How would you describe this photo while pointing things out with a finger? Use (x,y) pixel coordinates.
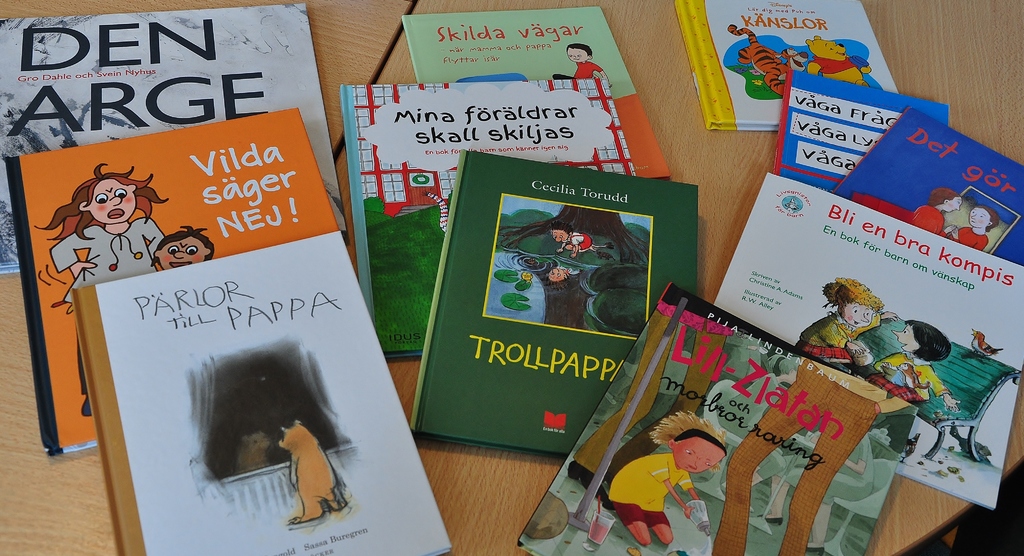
This image consists of many books (477,169) on which we can see text (787,30) and pictures (691,397) are kept on the table (728,175) which is made up of wood (333,15).
